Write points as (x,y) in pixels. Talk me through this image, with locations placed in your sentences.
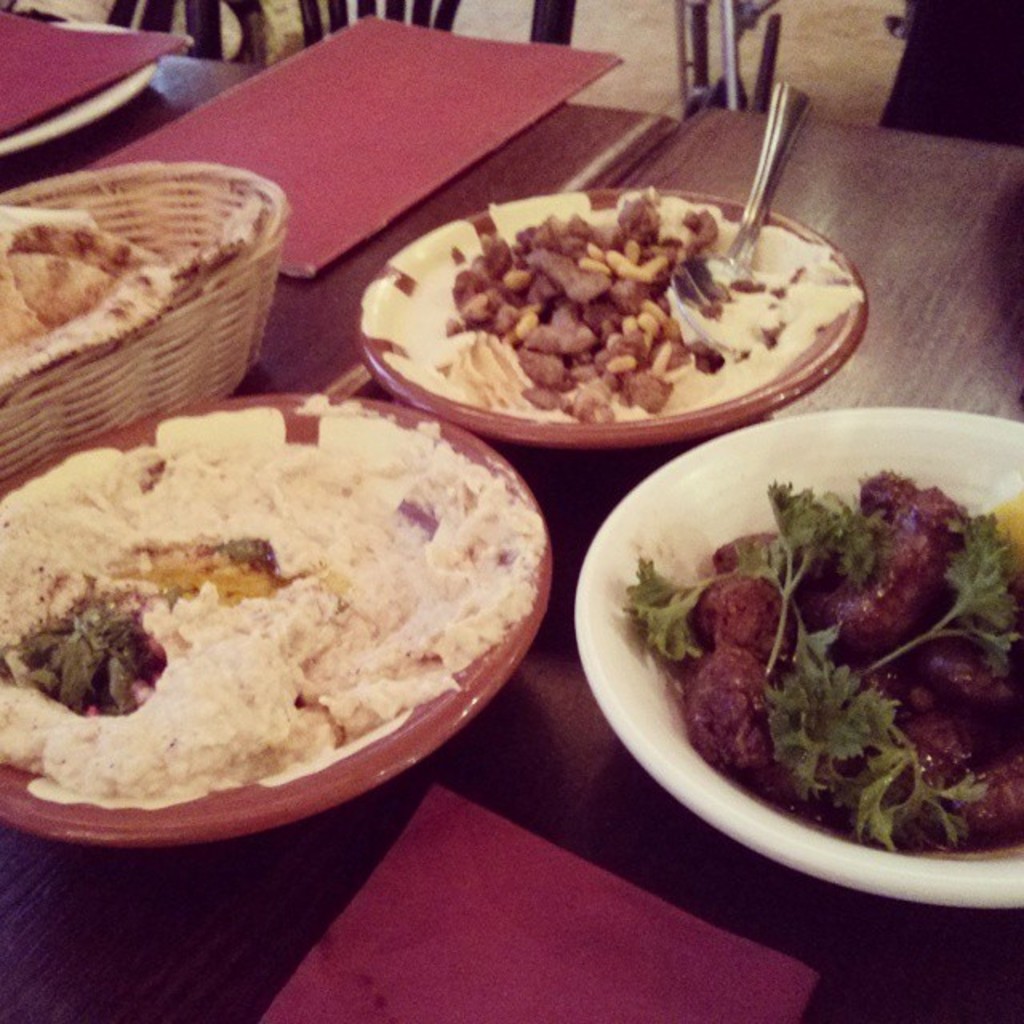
In this image we can see there is a table (933,263), on the table (918,275) there are bowls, books (523,914), a spoon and some food items (445,465) in it. And at the side there are chairs (240,52).
